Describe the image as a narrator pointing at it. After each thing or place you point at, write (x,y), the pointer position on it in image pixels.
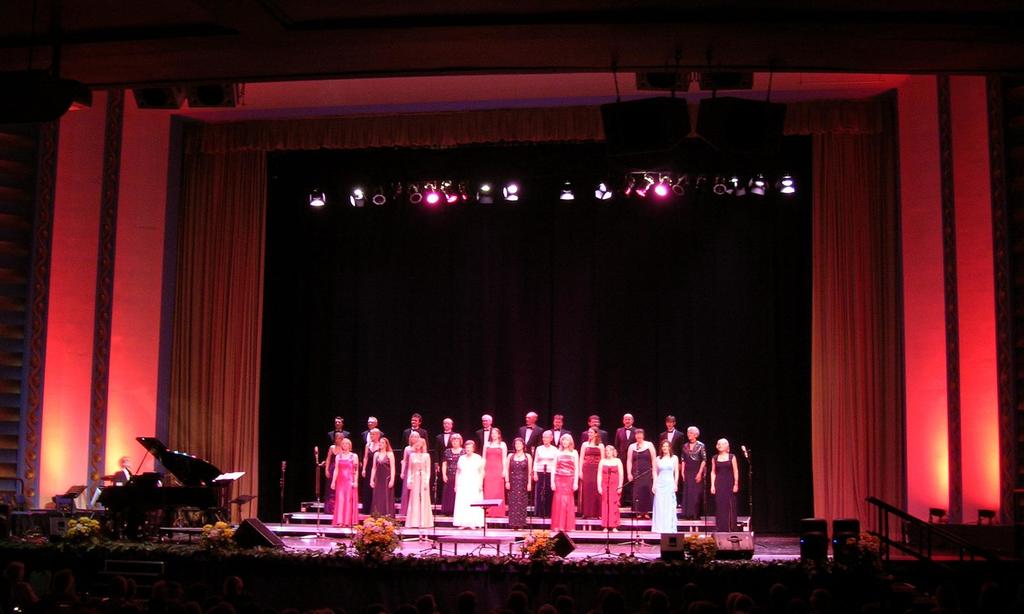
At the top (455,196) we can see the lights (572,191) and devices (180,96). Background (766,329) portion of the picture is dark. In this picture we can see the people (341,507), podium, stands (704,493) and microphones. On the platform (312,537) we can see the devices (251,536) and the flowers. On the left side of the platform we can see the piano (152,461) and a person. Bottom portion of the picture (428,597) is completely dark.
